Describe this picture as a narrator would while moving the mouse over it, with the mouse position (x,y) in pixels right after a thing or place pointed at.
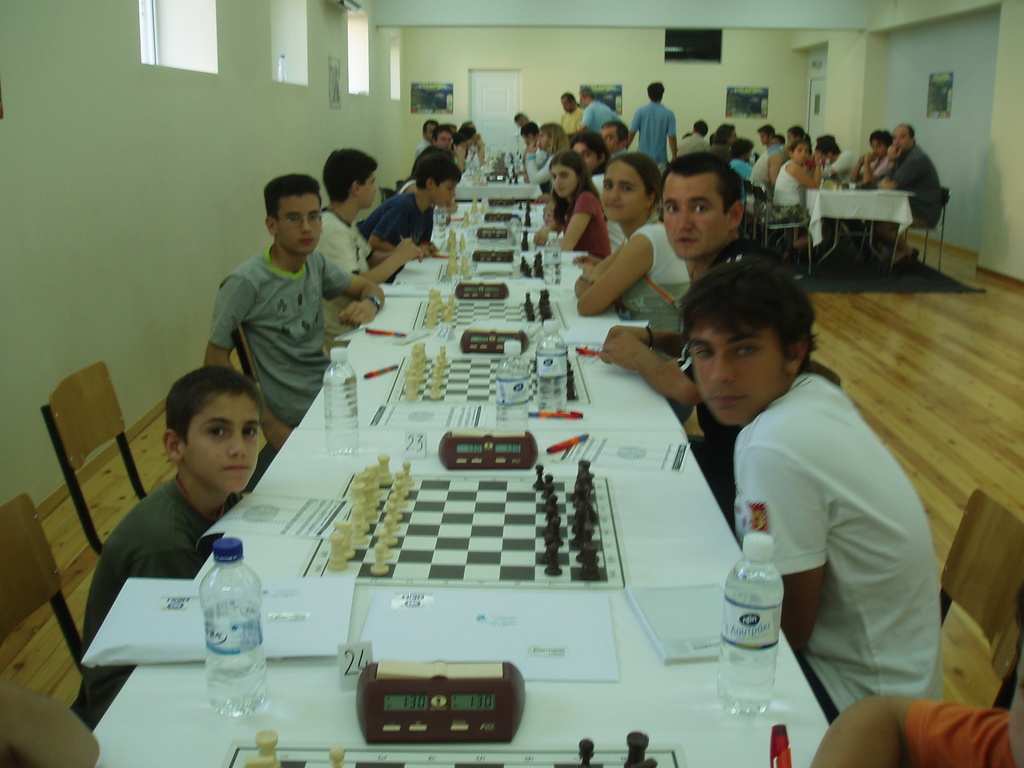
There is a group of people (580,219). They are sitting on a chairs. There is a table (614,479). There is a chess board (517,540), bottle (751,668), pen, paper (505,593) on a table (650,429). We can see in background (310,167) wall (310,167) and door (807,115).
